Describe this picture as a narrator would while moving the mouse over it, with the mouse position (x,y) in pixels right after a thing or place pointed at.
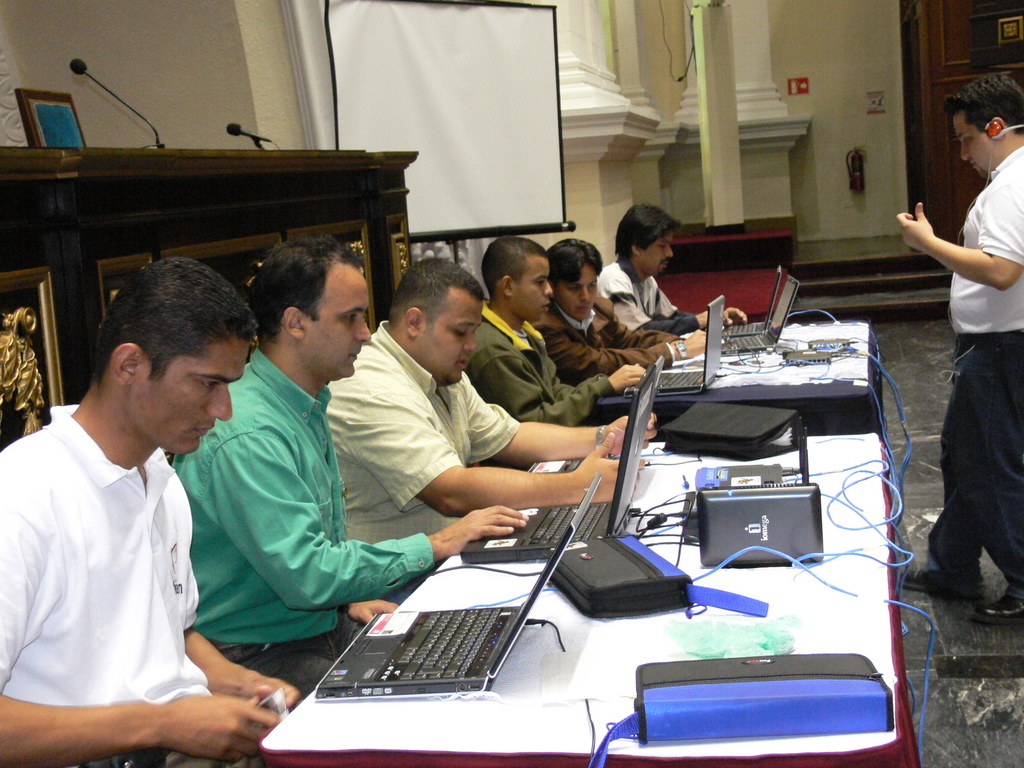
In the picture we can see six men (5,523) are sitting near the table (388,738) and working on the laptops (363,653) and behind them, we can see a desk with microphones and a chair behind it and in front of the men (12,744) we can see a man (988,299) standing with headset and beside the desk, we can see the screen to the stand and beside it we can see some pillars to the wall (853,31) and beside it we can see a door (916,200).
